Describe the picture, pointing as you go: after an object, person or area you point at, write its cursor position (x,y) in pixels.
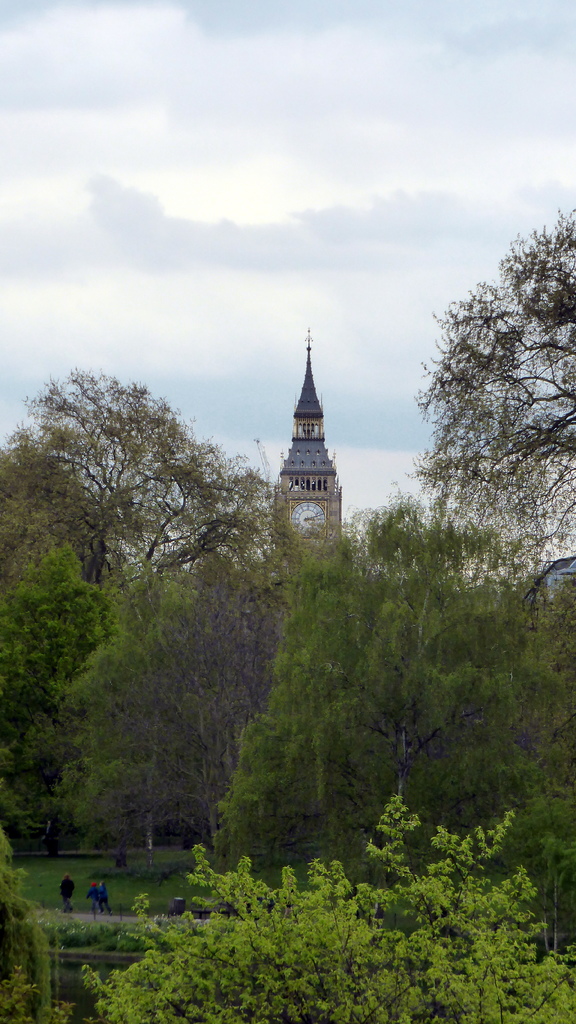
In the center of the image (295,445) there is a tower (303,534). There are trees (354,538). At the top of the image (177,42) there is sky (166,95).
